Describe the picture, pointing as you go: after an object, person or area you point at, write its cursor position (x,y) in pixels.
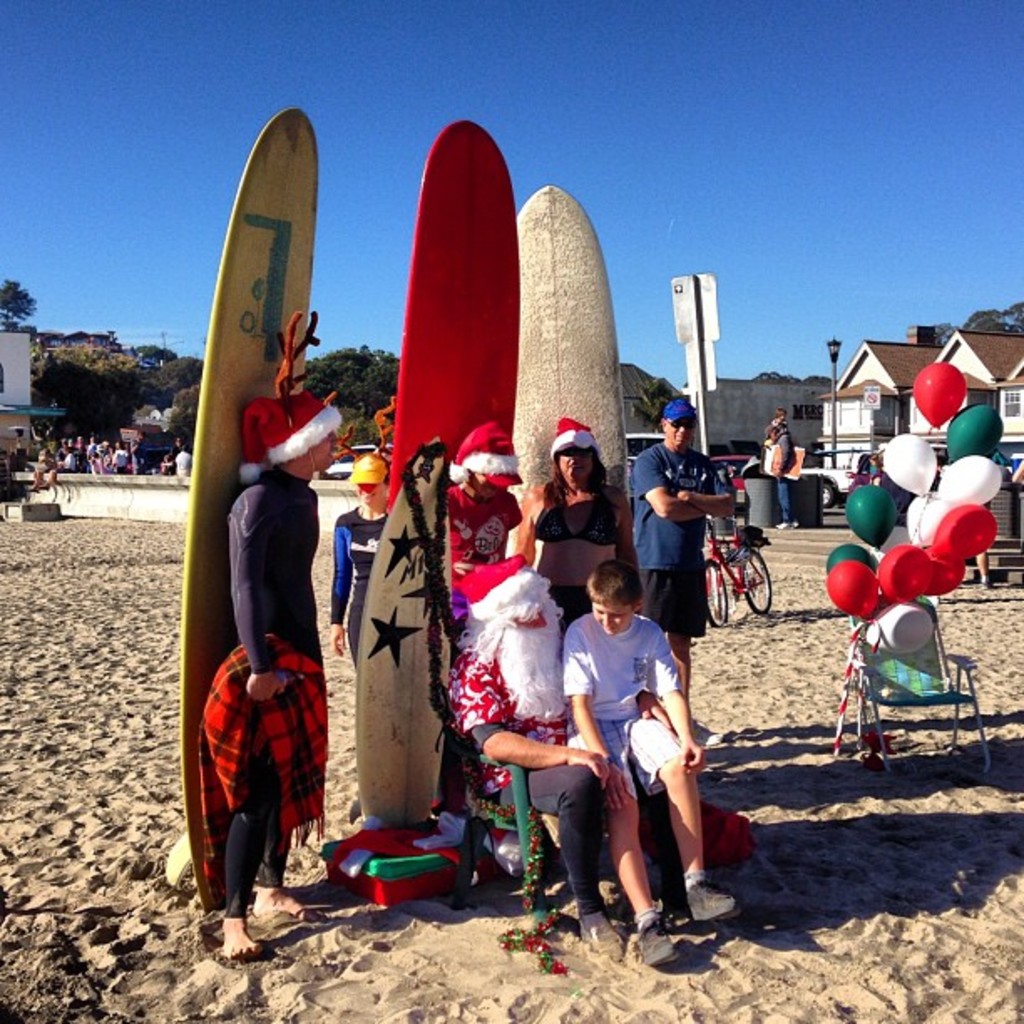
In this image we can see boards (211,658), people (602,682), bicycle (733,539), chair (870,664), balloons (899,472), signboards (690,334), light pole (830,349), hoarding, drums (810,511), buildings (886,371), trees (343,372) and soil (34,668). Background (980,227) we can see the sky (605,172).
